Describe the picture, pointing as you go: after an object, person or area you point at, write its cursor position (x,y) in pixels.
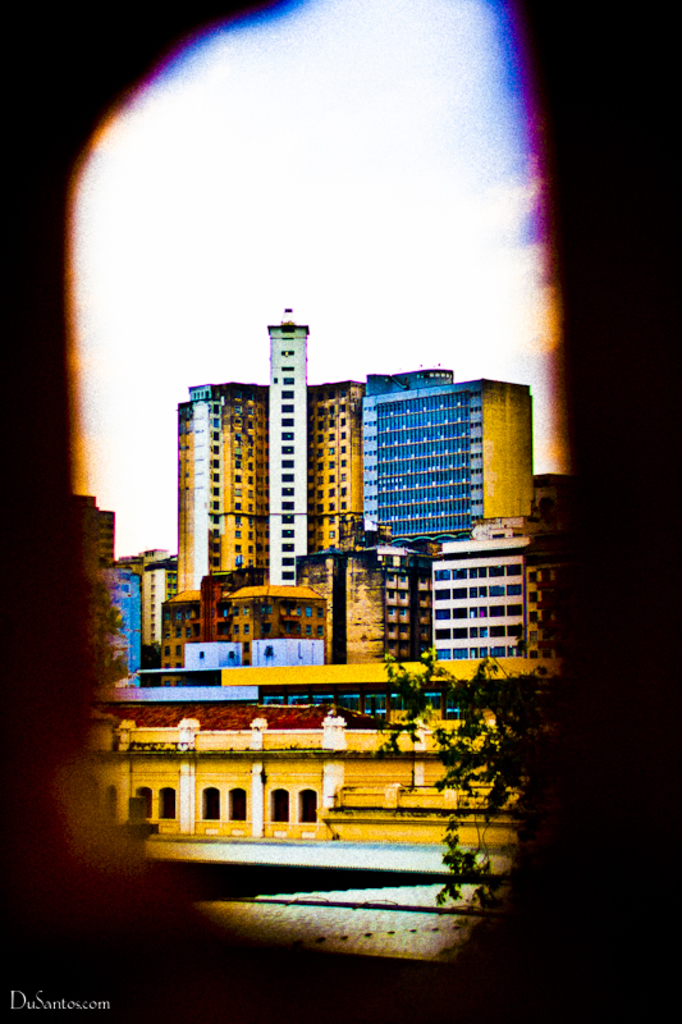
In this image we can see a few buildings (324,722), there are some windows (282,818) and trees (496,753), in the background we can see the sky (207,320).
